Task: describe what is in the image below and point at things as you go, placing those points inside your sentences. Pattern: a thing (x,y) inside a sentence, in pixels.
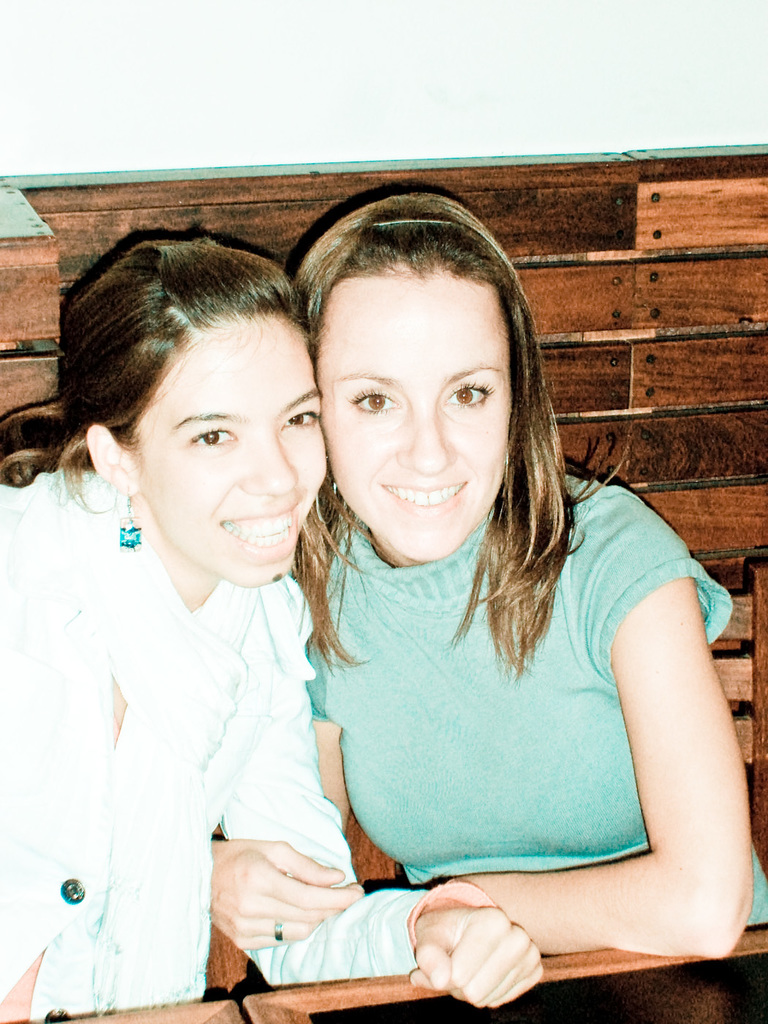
There are two women (306,613) smiling, background (392,98) we can see wall (471,133).
